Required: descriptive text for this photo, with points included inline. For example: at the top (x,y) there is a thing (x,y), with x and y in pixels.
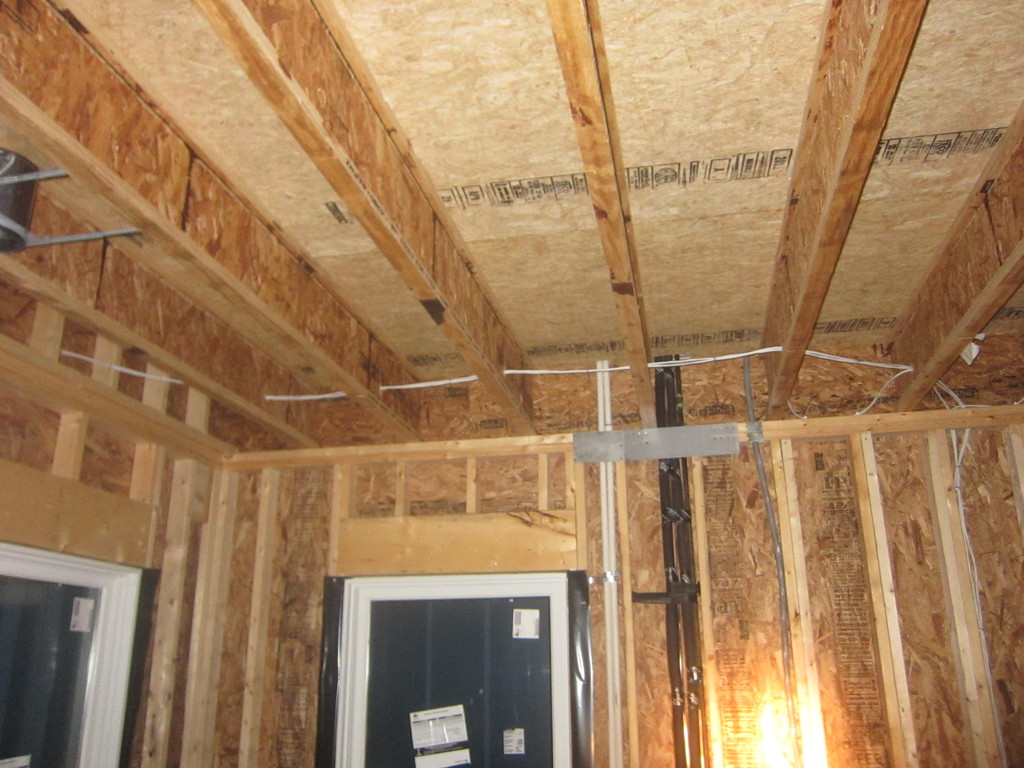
This is the inside picture of the house (599,529). In this image there are doors (362,684) and there is a light (808,718).
